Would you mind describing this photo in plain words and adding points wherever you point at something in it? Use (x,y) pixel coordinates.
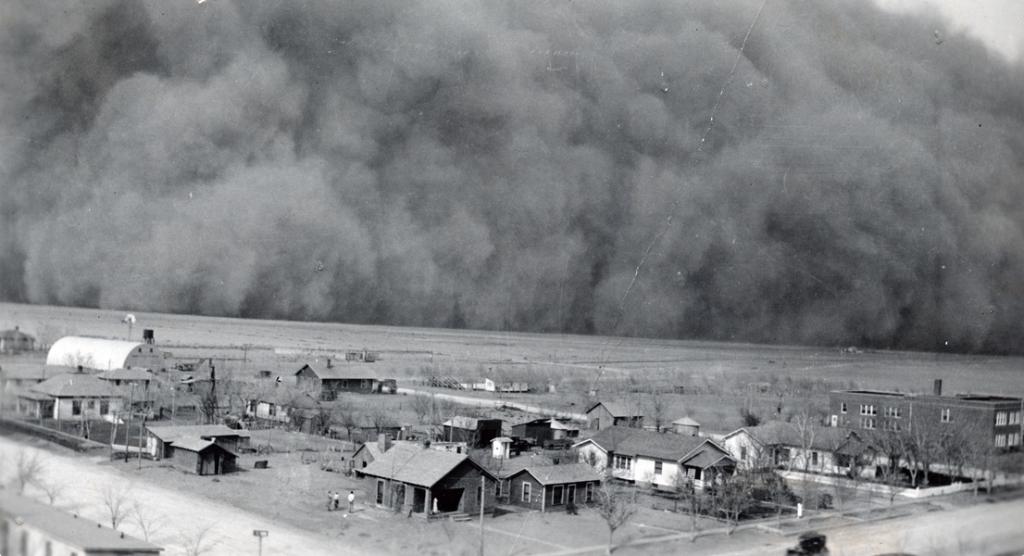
In the image I can see a place where we have some huts (423,468), buildings (950,421), trees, people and also I can see the smoke (711,280) to the side.
